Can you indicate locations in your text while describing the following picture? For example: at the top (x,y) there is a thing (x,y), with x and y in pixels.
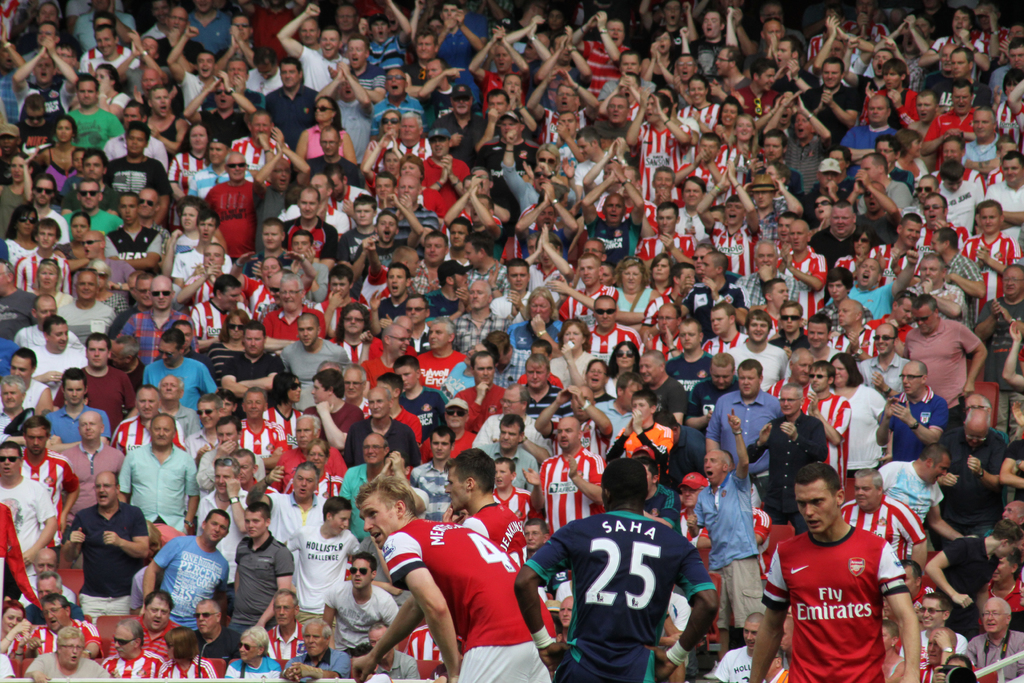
This image consists of a crowd (790,259) in the stadium (477,448). This image is taken during a day may be in the stadium (75,681).
